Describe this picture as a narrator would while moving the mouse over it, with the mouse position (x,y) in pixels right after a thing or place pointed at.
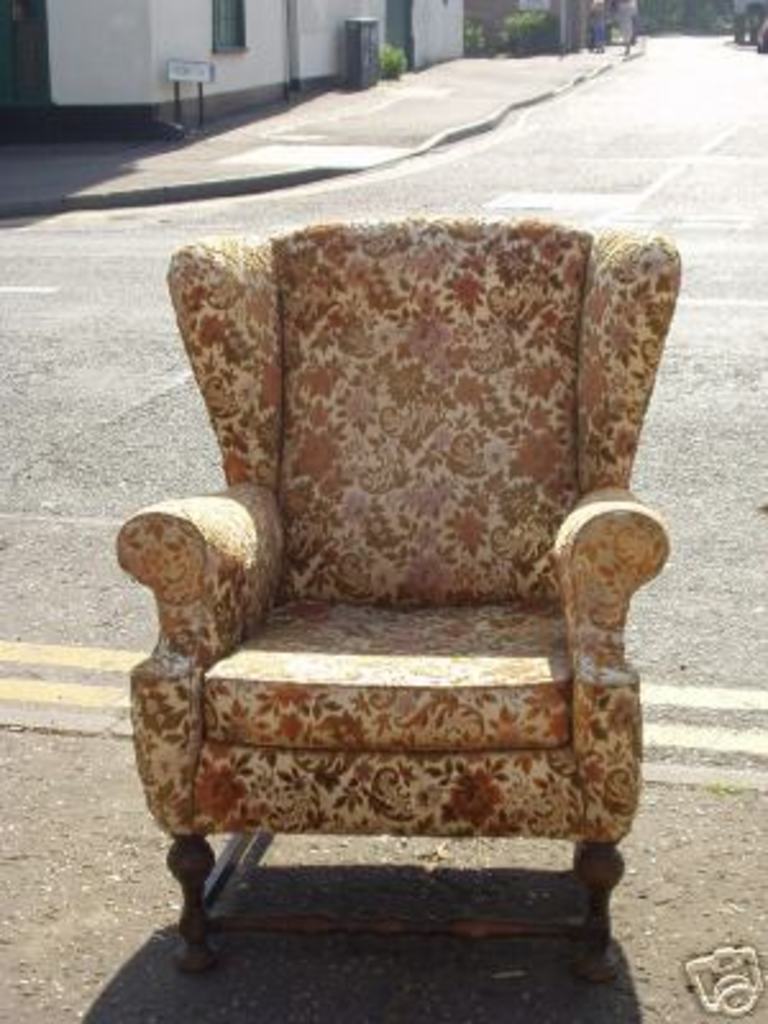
In this image we can see one Sofa chair (310,693) on the road (763,732), one board (179,64) with text (176,73) attached to the poles (198,89), one pipe (288,78) attached to the building wall (303,20), some objects (363,39) on the ground (399,82), some small trees (514,27), some plants (520,41) on the ground (629,61), one person (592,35) truncated walking on the footpath (428,137) and holding one object (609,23).
